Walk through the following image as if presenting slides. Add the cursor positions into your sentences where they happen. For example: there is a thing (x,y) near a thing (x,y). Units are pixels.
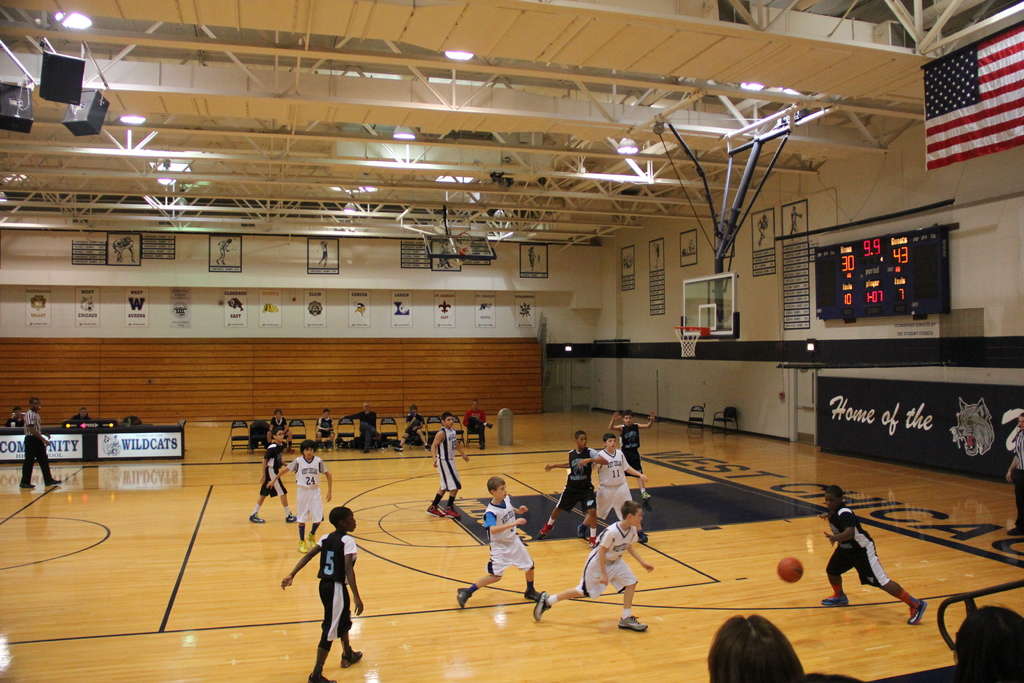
In this image there are group of people (614,557) playing with a ball (785,561) inside a stadium (714,556), and there are group of people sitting on the chairs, screen (897,260), flag (1004,93), speakers (59,76), tables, lights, lighting truss (191,42), papers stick to the wall (650,293), basketball hoop (702,289).
